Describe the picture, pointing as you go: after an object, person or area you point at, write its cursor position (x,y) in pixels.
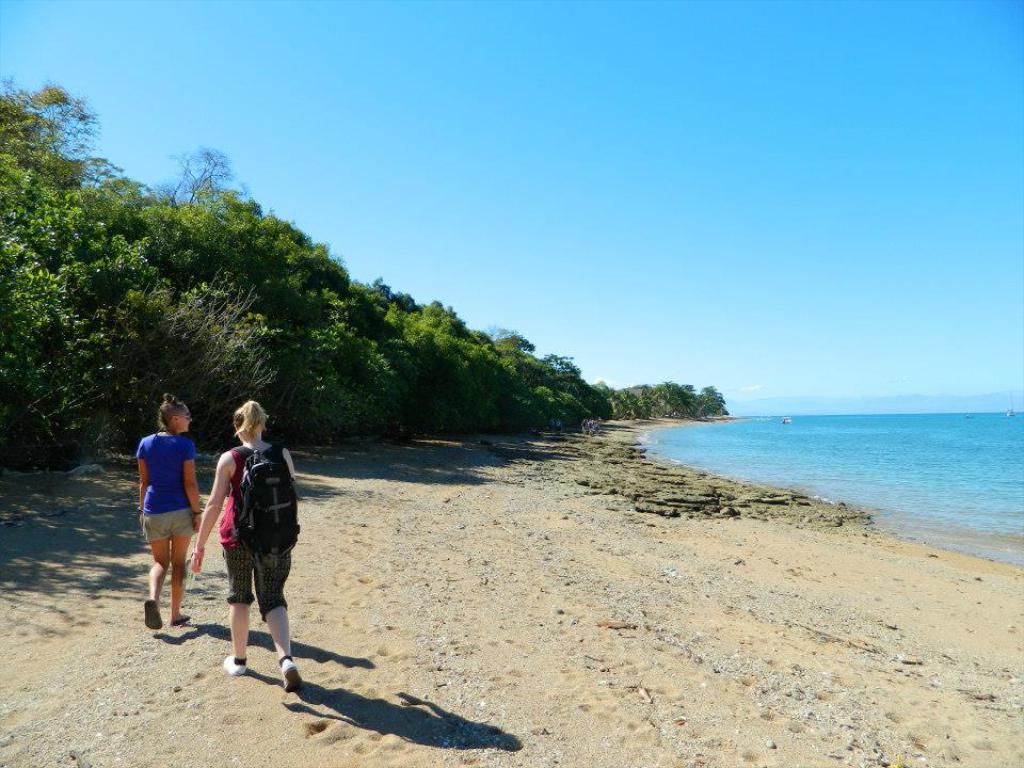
In this image we can see this person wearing backpack (266,515) and shoes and this person (155,582) wearing blue color T-shirt (174,449) are walking on the sand (594,536). Here we can see the water (757,431), trees (459,344) and the blue color sky (683,114) in the background (790,111).
